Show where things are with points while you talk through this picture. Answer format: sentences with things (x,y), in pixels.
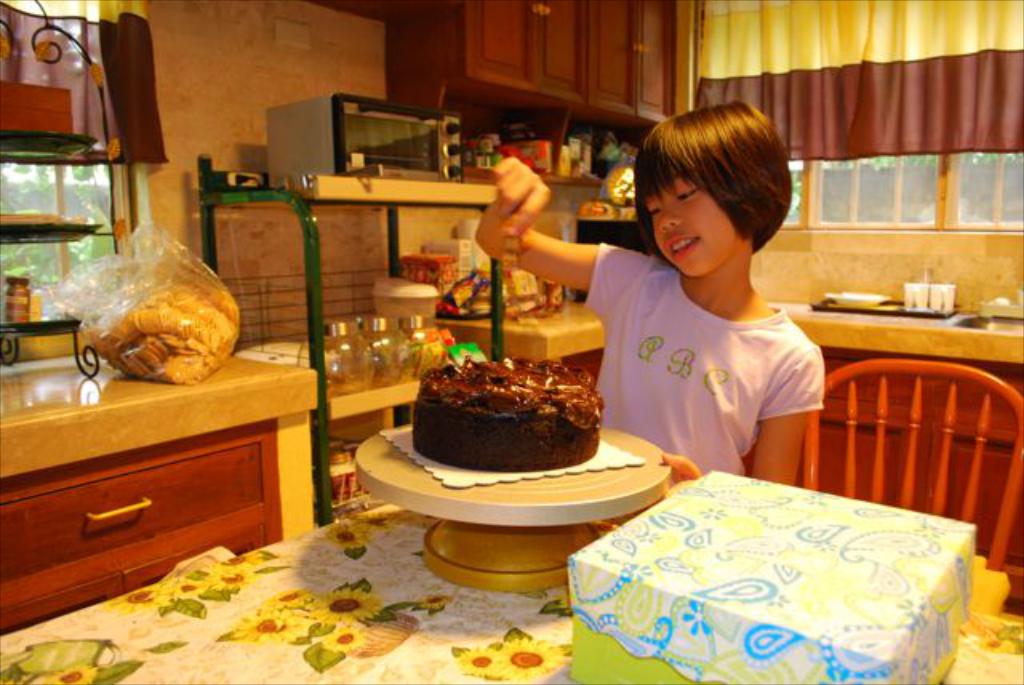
Here we can see that a girl (495,202) is standing near the chair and holding a piece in her hand (527,254), and in front (517,402) here is the table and a cake (509,416) on it and some other objects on it, and at here on the table (228,360) there are some objects (136,306) on it, and here is the wall (331,55).
